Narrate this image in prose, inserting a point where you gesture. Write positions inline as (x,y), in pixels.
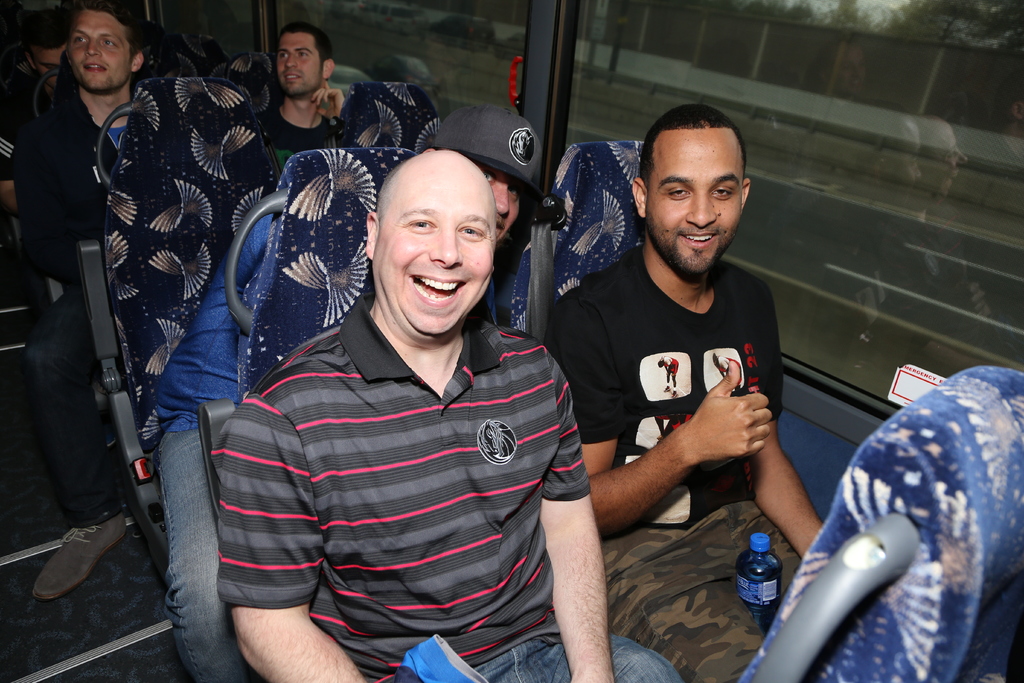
In this picture there are group of people (114,89), it seems to be they are sitting in a bus (544,218), the person (393,199) who is center of the image (347,412) is laughing.
